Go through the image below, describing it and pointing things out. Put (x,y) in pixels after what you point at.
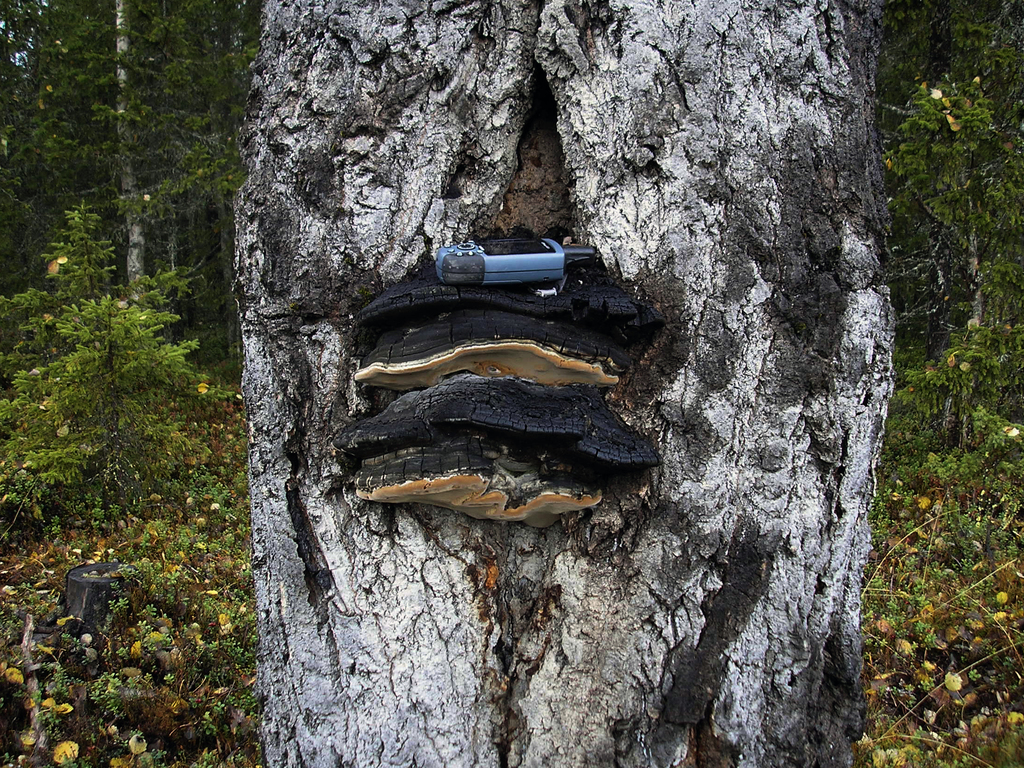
In this image, we can see a device (493,274) on the tree trunk (700,280). Background (999,482) there are so many trees (1018,412) and plants (147,339).
